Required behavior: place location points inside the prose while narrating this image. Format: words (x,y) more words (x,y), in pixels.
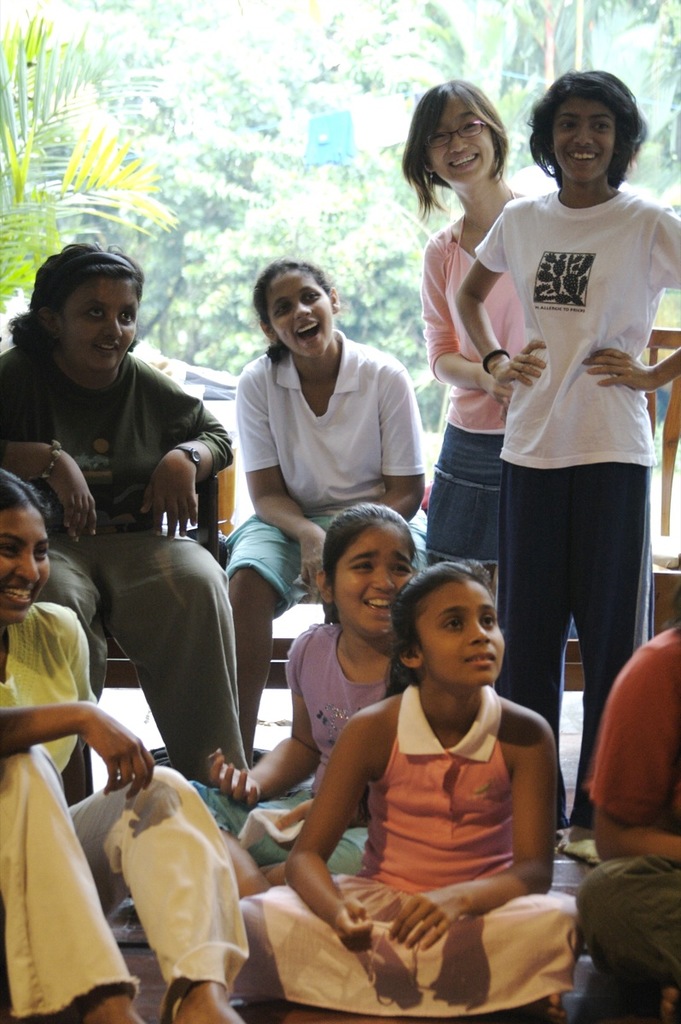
There are children (457,622) in different color dresses (424,277), smiling. Some of them are sitting. In the background (506,174), there are trees (373,201).
